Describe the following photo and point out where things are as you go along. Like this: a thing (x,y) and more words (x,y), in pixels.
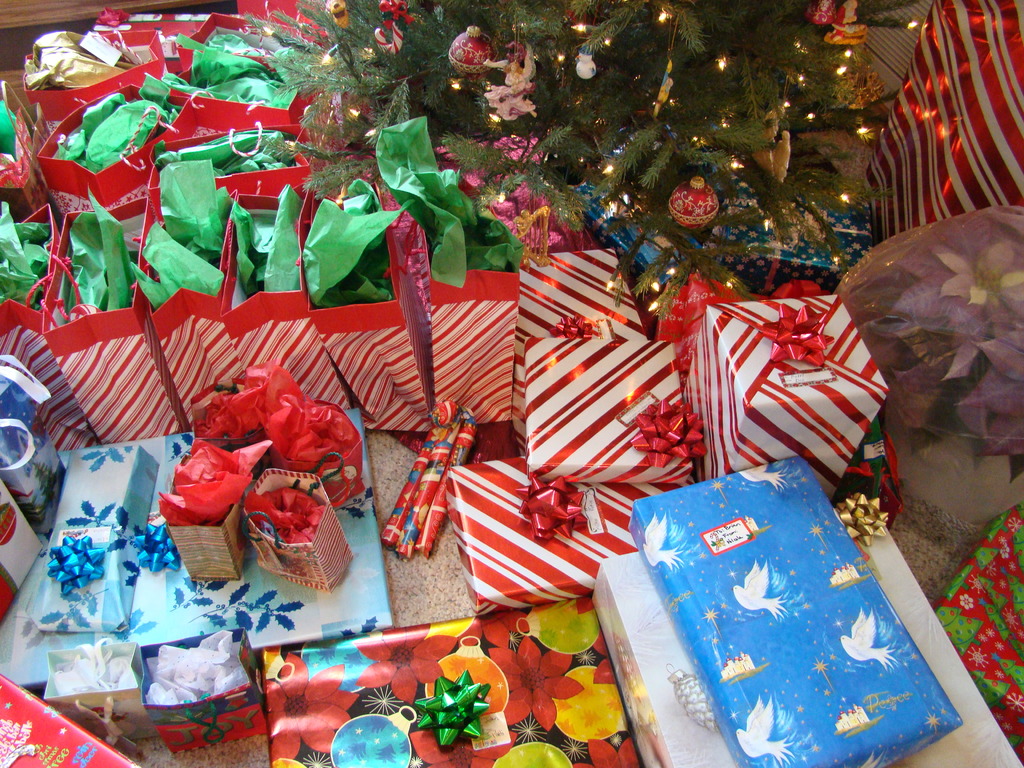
In this picture there are gift packs (811,538) and there is a christmas tree (718,110) and on the tree (722,135) there are lights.
